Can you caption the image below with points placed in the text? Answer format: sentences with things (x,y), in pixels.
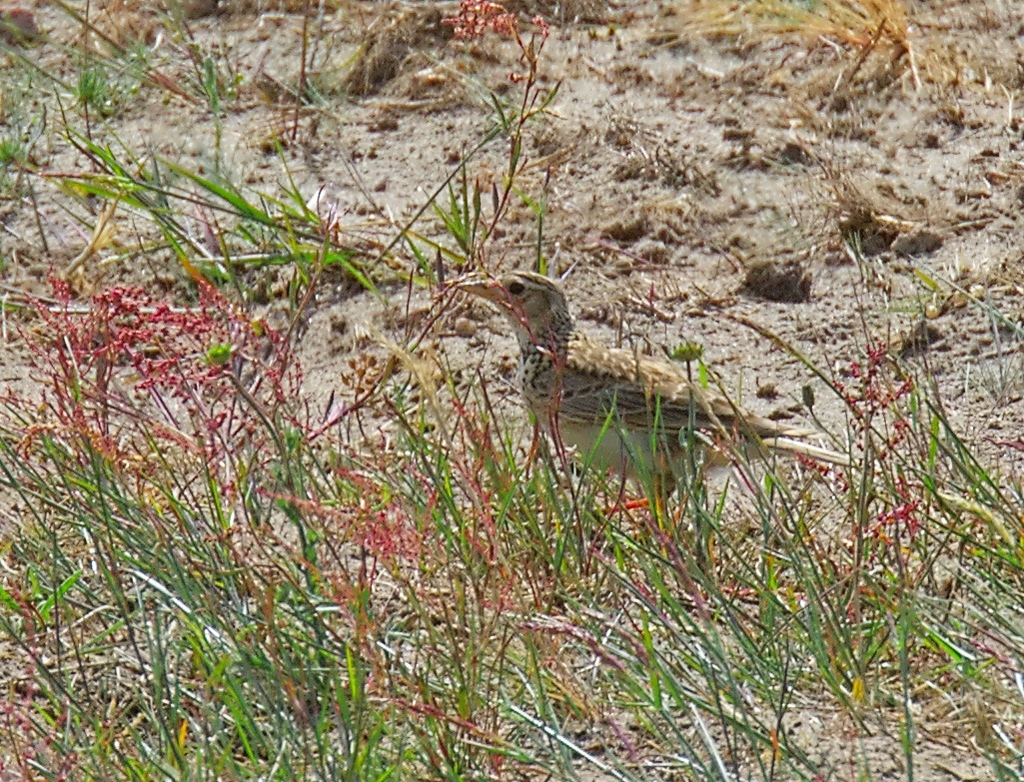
In this image I can see a bird (639,371) standing on the ground (369,438) with the grass (394,613).
